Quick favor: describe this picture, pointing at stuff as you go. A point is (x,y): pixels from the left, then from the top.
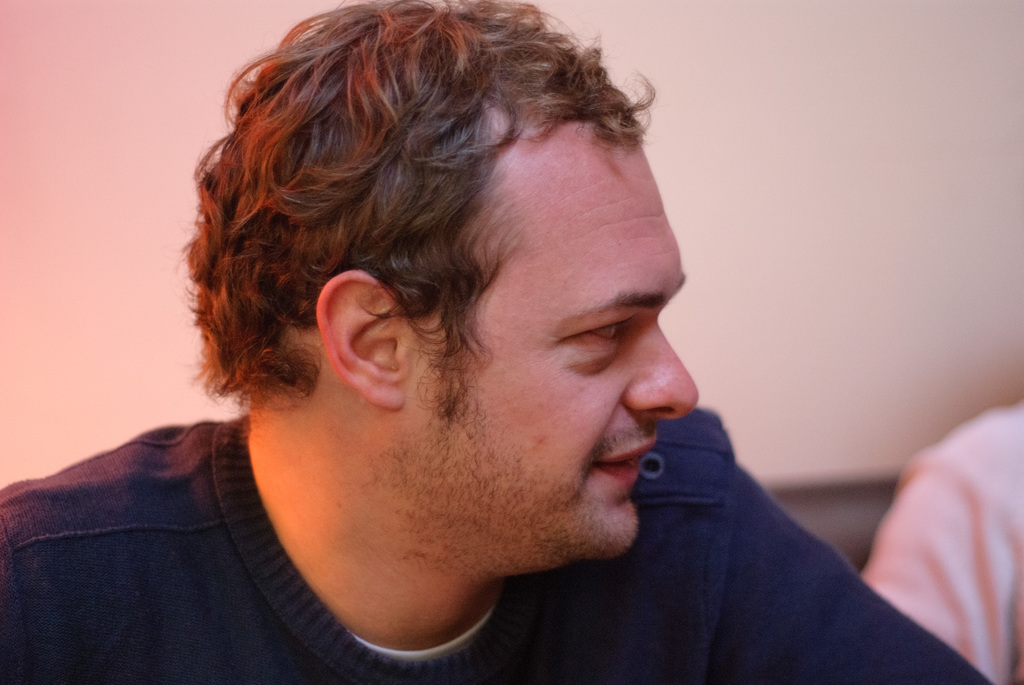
Here I can see a man (248,547) wearing a blue color dress (198,595) and smiling by looking at the right side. On the right side (1018,502), I can see another person's hand (953,501). In the background (866,221) there is a wall (787,210).
